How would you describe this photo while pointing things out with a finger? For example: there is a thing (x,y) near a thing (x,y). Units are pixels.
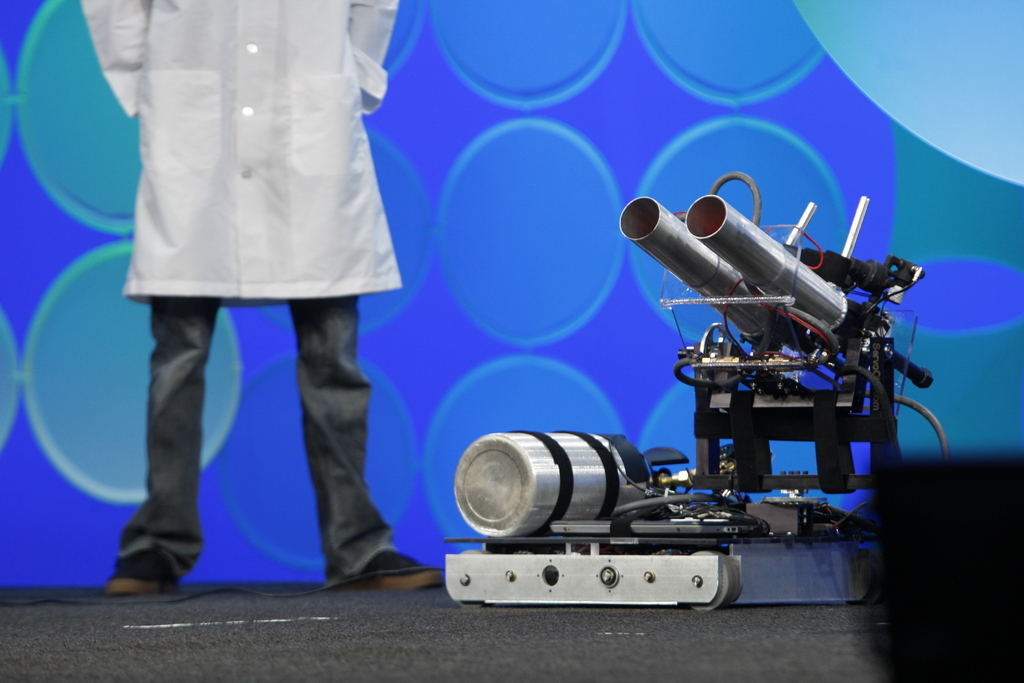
In this image I see an equipment (745,384) over here and I see a person (302,281) over here who is wearing white shirt (264,158) and black pants (322,388) and I see a wire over here and I see that it is blue and green color in the background (504,143).
